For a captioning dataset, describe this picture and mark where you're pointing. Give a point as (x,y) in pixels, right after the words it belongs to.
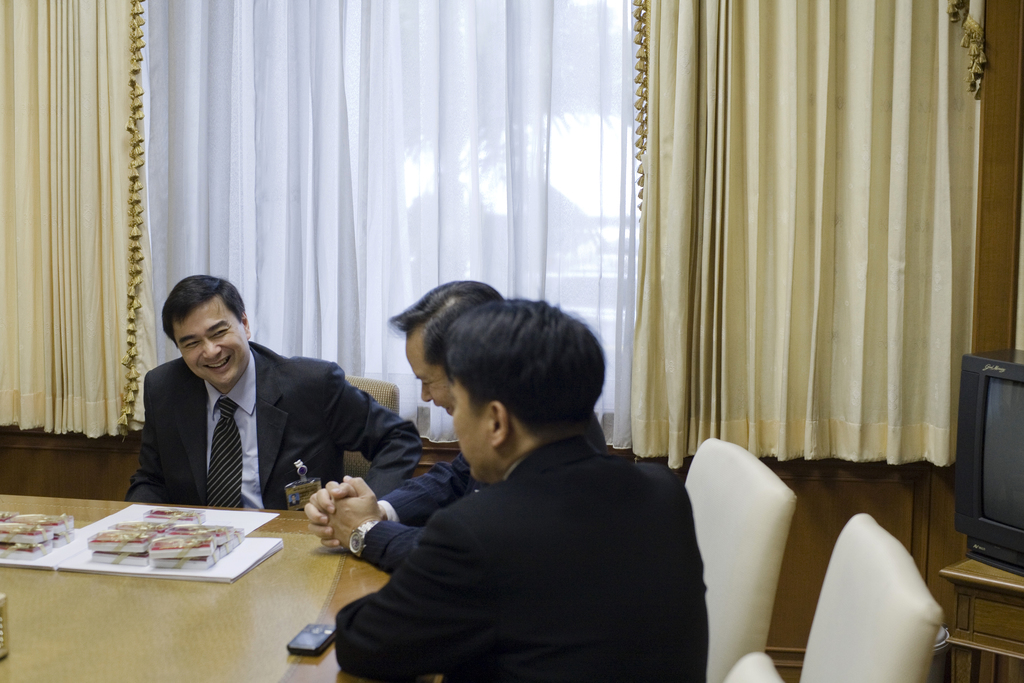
In this image we can see three men (427,309) sitting on the chairs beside a table (214,609) containing some books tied with ribbons (237,537), some papers (257,553), a mobile phone (310,640) and an object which are placed on it. On the right side (968,359) we can see the television (1013,359) on a table (976,619). On the backside (587,263) we can see the curtains (606,295).
